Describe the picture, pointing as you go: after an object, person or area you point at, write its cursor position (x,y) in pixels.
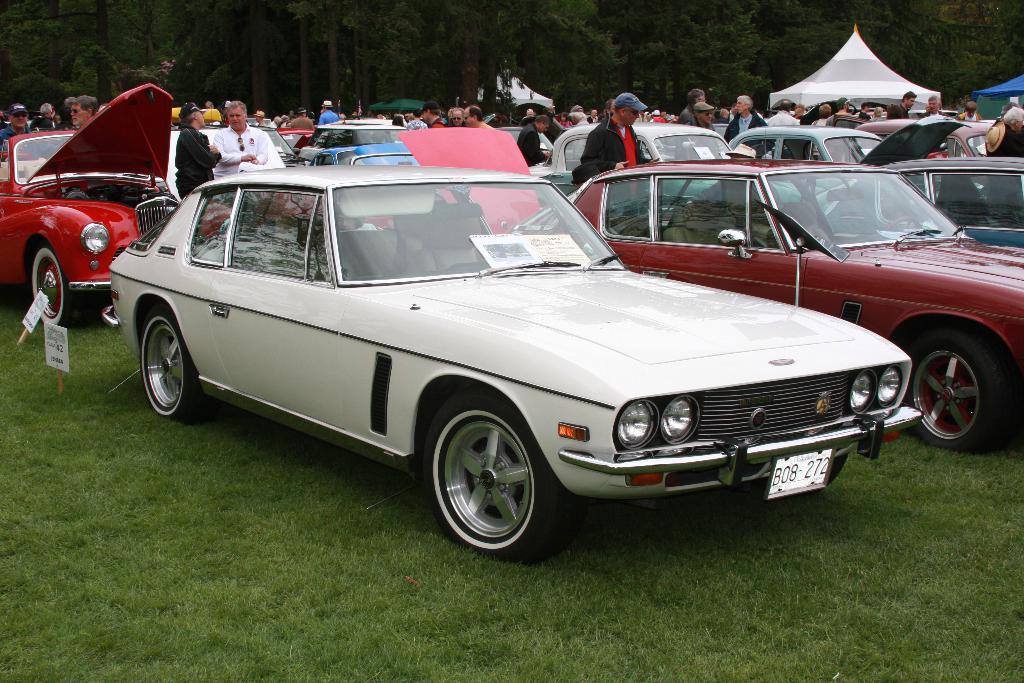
In this image there are cars (608,206) parked on the ground (494,656). There is grass (384,615) on the ground (297,532). Behind the cars (159,300) there are people (469,122) standing. Behind them there are tents (876,56) and trees (134,45). Beside the cars (167,329) there are small boards (48,329).
